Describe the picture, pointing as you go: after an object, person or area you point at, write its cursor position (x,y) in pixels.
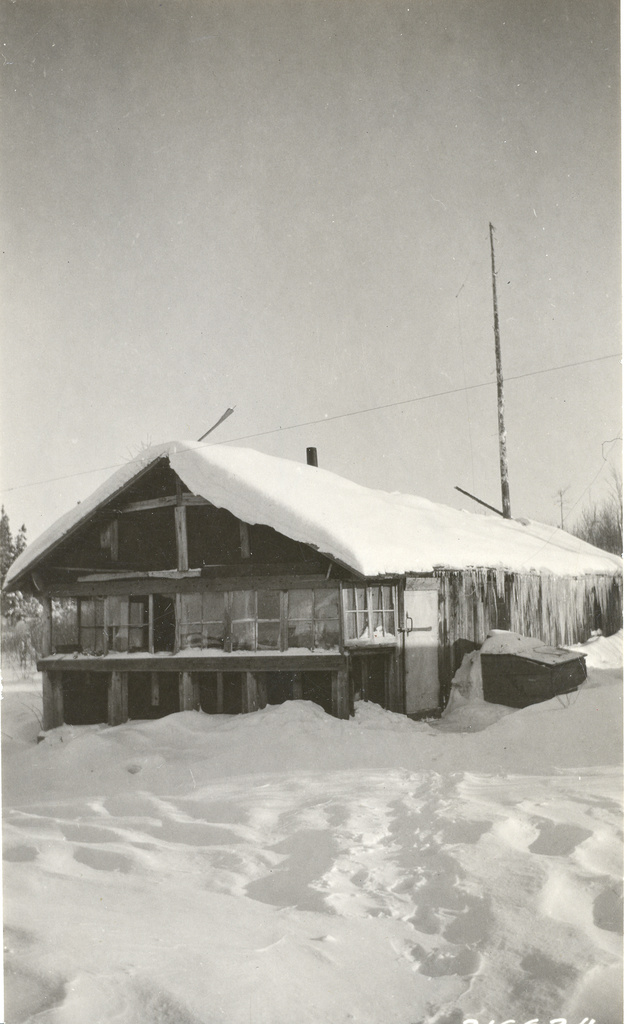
This picture is taken in black and white where we can see the snow (264,881), wooden house (501,516) covered with snow (521,518), I can see trees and the sky (329,391) in the background (397,379).
